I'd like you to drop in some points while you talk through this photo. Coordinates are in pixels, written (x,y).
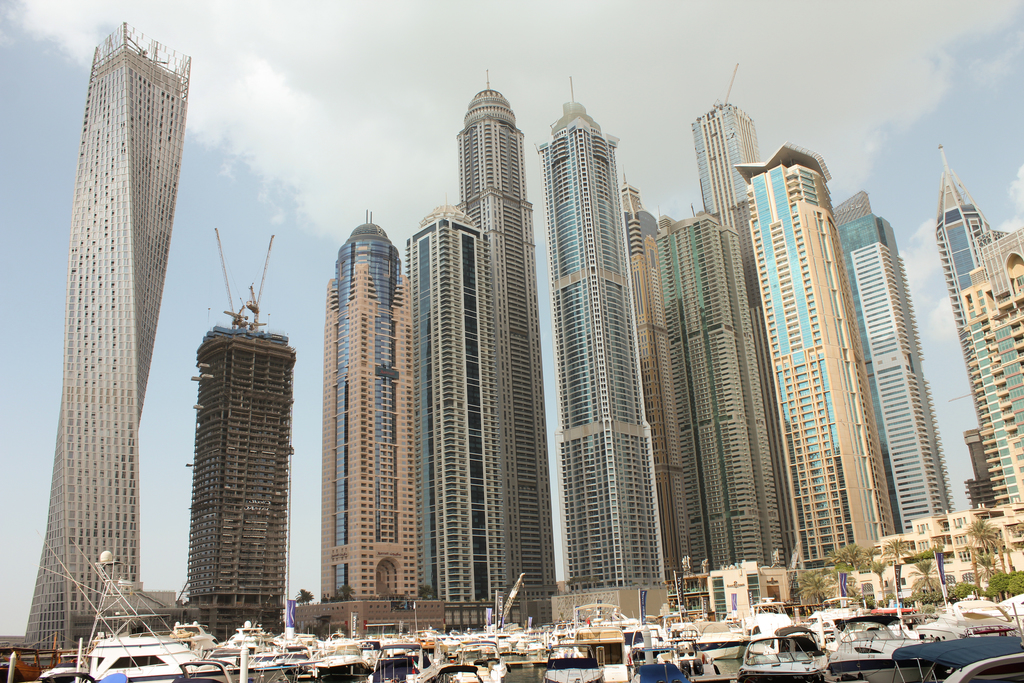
In this picture we can see boats (492,648), trees (930,594), buildings (448,604) and in the background (954,425) we can see the sky (300,145) with clouds (612,50).
